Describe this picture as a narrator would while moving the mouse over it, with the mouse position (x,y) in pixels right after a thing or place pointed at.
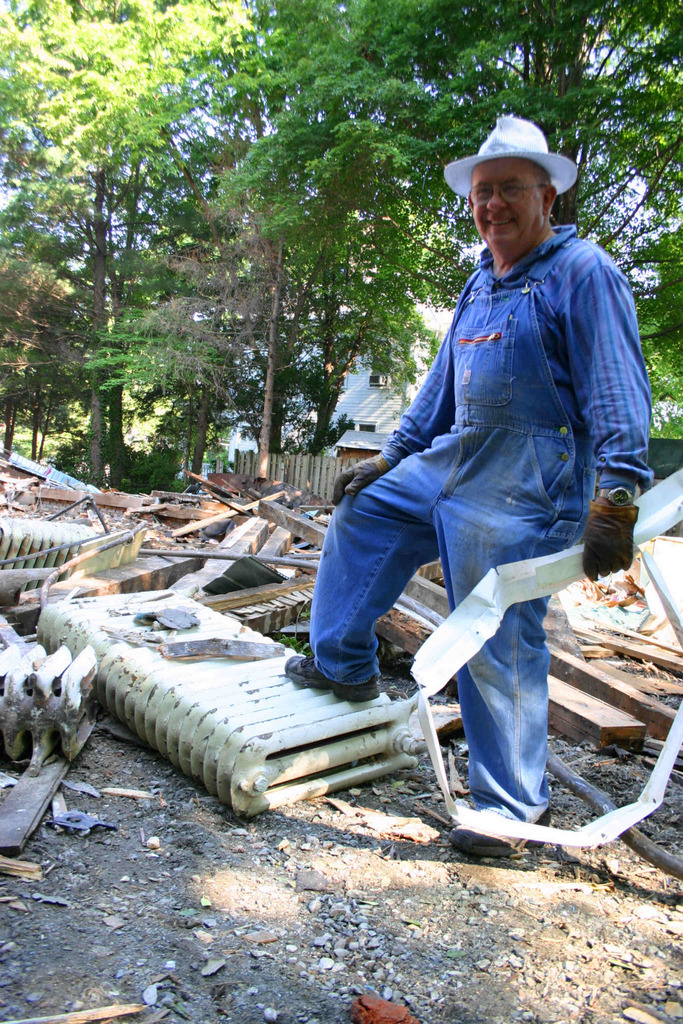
This picture is taken from the outside of the city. In this image, on the right side (457,480), we can see a man (524,279) wearing a blue color dress (571,420) is standing and holding an object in his hand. In this image, in the middle (277,677), we can see a metal object (188,754). In the background (167,472), we can see some wood objects (287,506), plants (217,450), trees (39,276), wood wall (329,482), house (378,420). At the top (168,88), we can see a sky (467,255), at the bottom (332,853), we can see some metal objects (47,735), wood objects (50,766) and a land (344,900) with some stones (381,947).
